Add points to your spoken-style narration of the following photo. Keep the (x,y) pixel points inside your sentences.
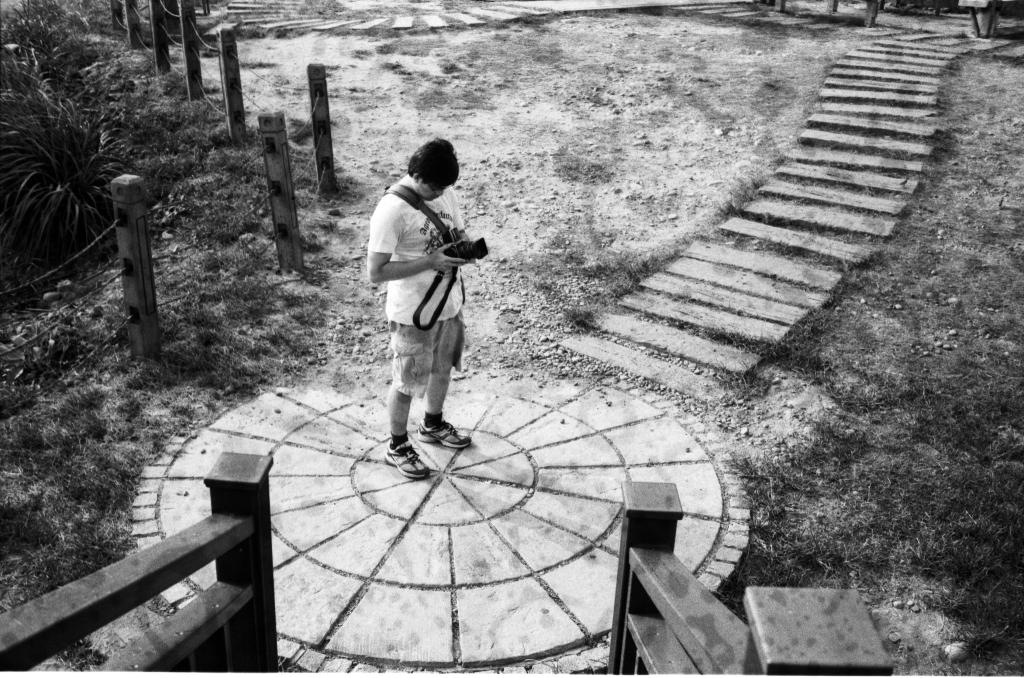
It looks like a black and white picture. We can see a man (406,373) is standing on the path (416,443) and holding a camera (450,247). Behind the man (435,274) there are poles (142,205) with ropes (116,335) and plants (57,159).
